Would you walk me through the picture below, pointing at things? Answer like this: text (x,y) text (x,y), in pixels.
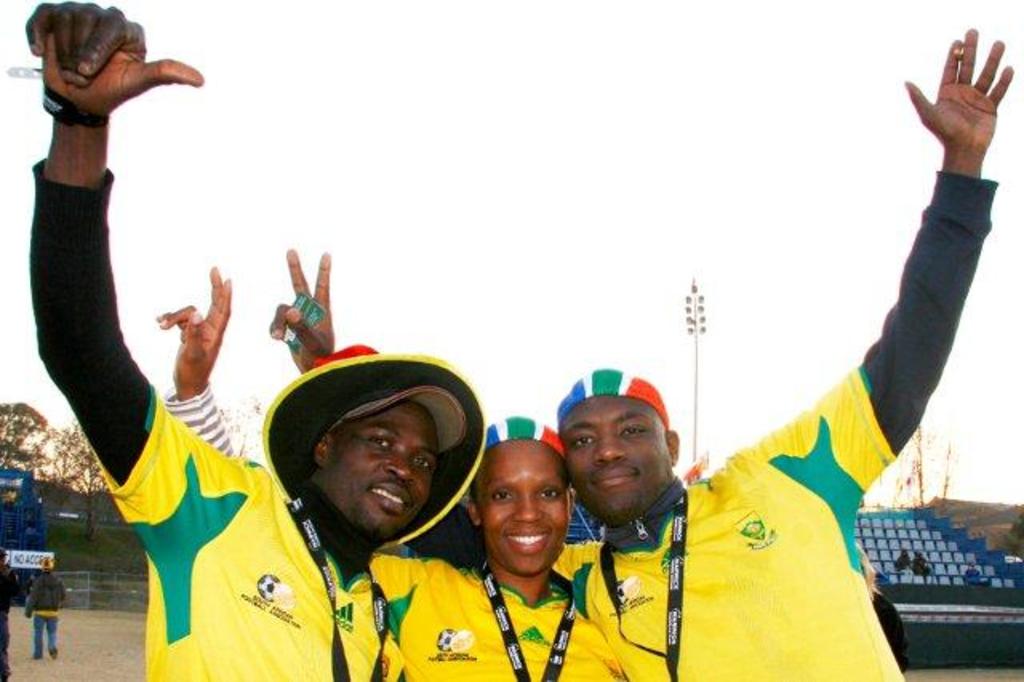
In this image I can see people (478,506) among them these three people (445,507) are wearing yellow color T-shirts (508,598). In the background (8,341) I can see chairs (876,534), trees (81,453), pole lights (688,320) and the sky (488,168).
